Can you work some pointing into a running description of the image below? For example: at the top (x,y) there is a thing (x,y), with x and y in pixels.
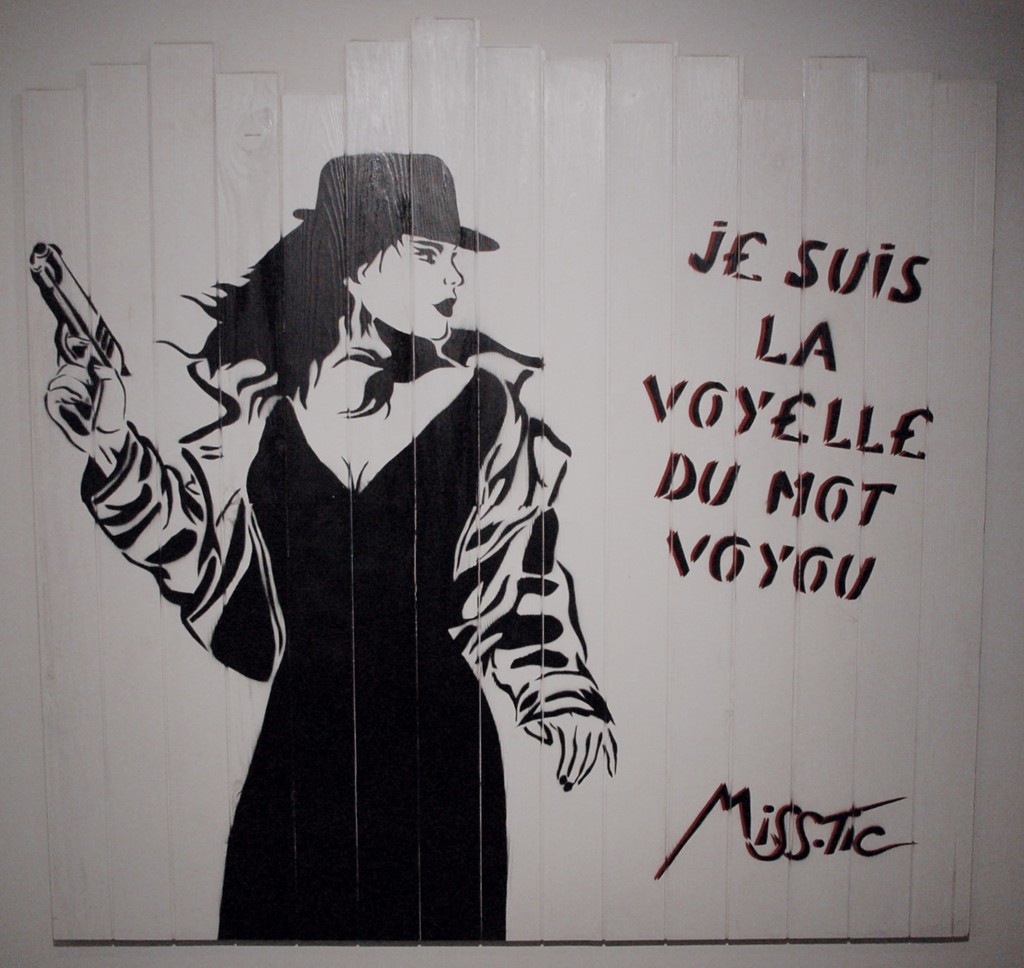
In this picture we can see the painting (354,459) of a woman (316,539) with the gun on the white wall (223,725) and it is written something on the wall (147,817).
